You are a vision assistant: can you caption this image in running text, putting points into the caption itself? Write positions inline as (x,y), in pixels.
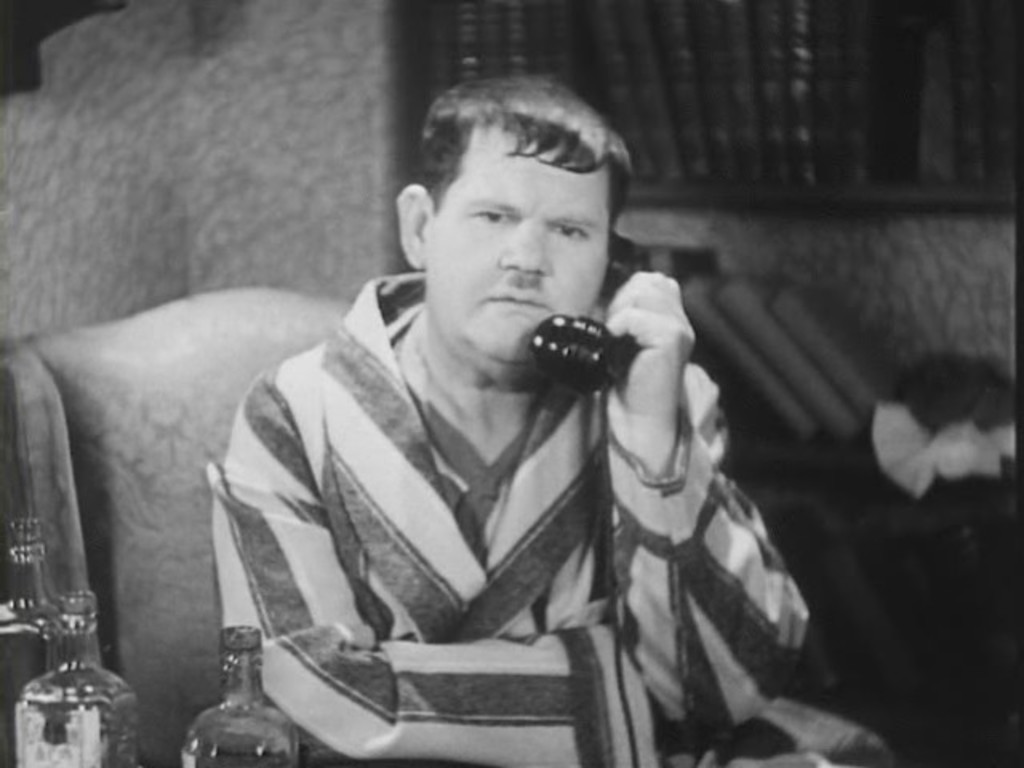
This person (619,573) sitting on the chair (12,511) and holding telephone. We can see bottles (37,690). On the background (243,163) we can see wall (888,234), books (780,95).
